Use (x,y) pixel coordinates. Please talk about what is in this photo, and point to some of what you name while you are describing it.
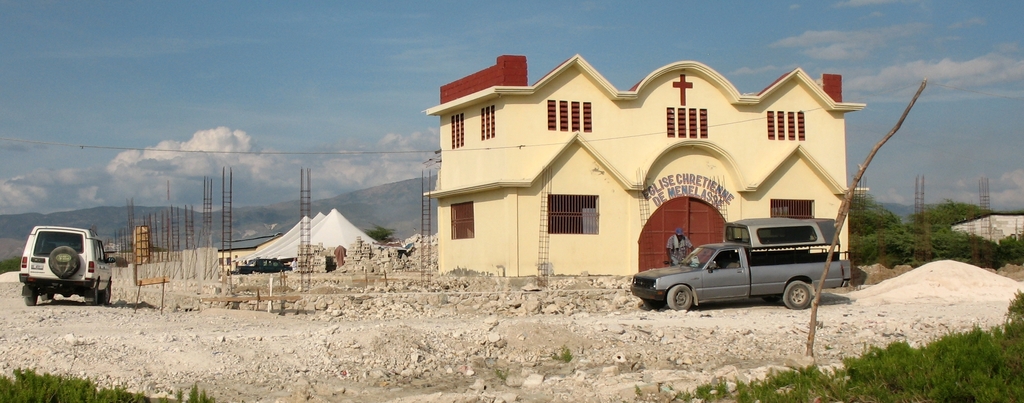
This is an outside view. On the right side (747,192) there is a building (716,142). In front of this building (581,185) there is a vehicle (683,272) and a person (681,258) is standing. In the background (881,243) there are few trees (878,244). On the left side (87,284) there is a car (69,269) on the ground (79,326). In the background (257,255) there are few tents (314,231) and also I can see few metal poles (223,222). At the bottom (869,386), I can see the grass (845,386). At the top of the image (224,58) I can see the sky (286,62) and clouds (158,161).
